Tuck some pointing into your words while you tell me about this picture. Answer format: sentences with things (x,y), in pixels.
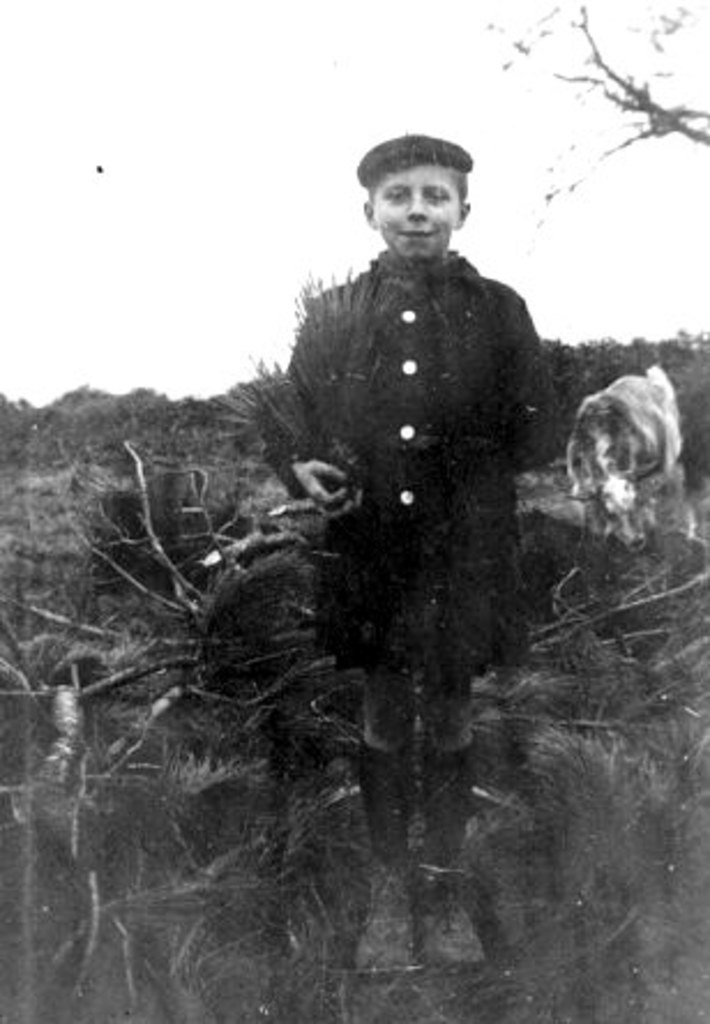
In this image boy (424,665) is holding the bunch of grass (312,457). Behind him there is a dog (622,500) and at the back side (141,426) there are trees (635,345).
